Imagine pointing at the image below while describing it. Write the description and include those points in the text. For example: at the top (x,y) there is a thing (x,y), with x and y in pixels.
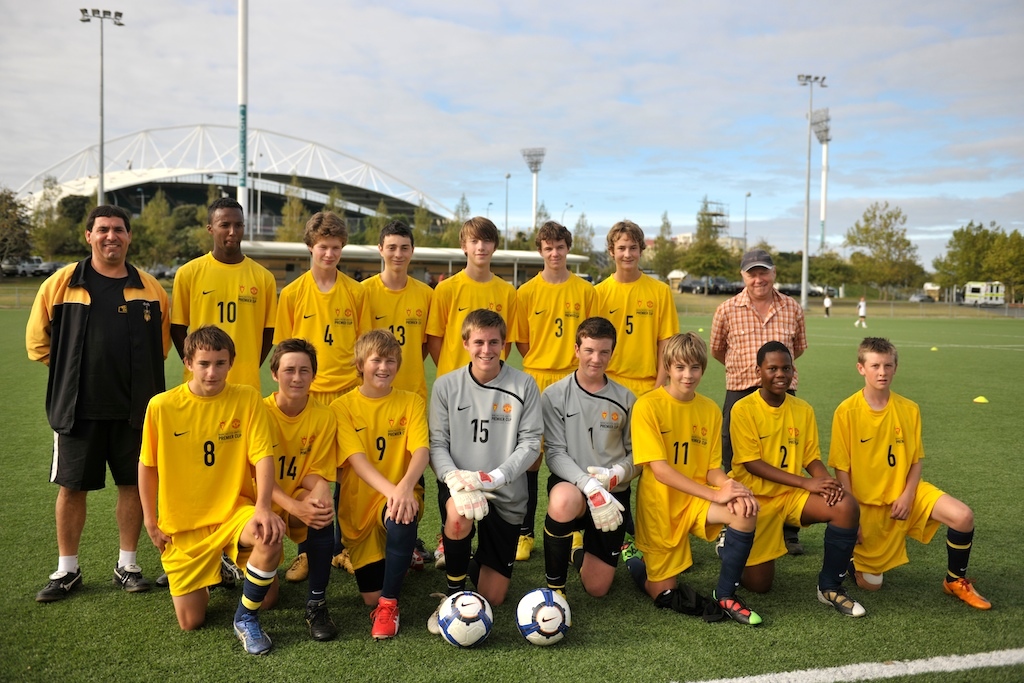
In this image, we can see persons (710,481) wearing clothes (886,488). There are poles (826,179) and trees (144,211) in the middle of the image (658,239). There are balls (467,645) at the bottom of the image (524,624). There is a grass (961,406) on the ground (38,392). There is a stadium (303,179) on the left side of the image (285,175). There is a sky (476,46) at the top of the image (523,69).
